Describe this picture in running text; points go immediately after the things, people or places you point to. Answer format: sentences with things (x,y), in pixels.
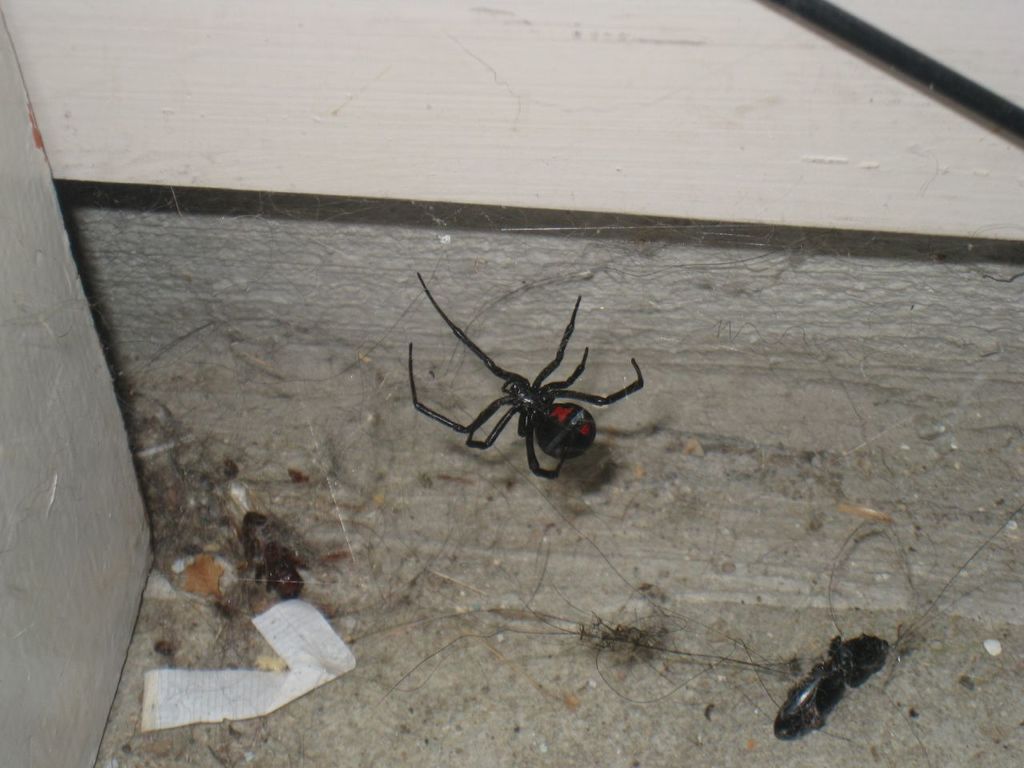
In this picture there is a spider (560,420) who is standing on his web (577,444). At the bottom (829,678) we can see the insect (845,671). In the corner of the room (194,620) we can see hairs (272,527) and papers (225,669).
